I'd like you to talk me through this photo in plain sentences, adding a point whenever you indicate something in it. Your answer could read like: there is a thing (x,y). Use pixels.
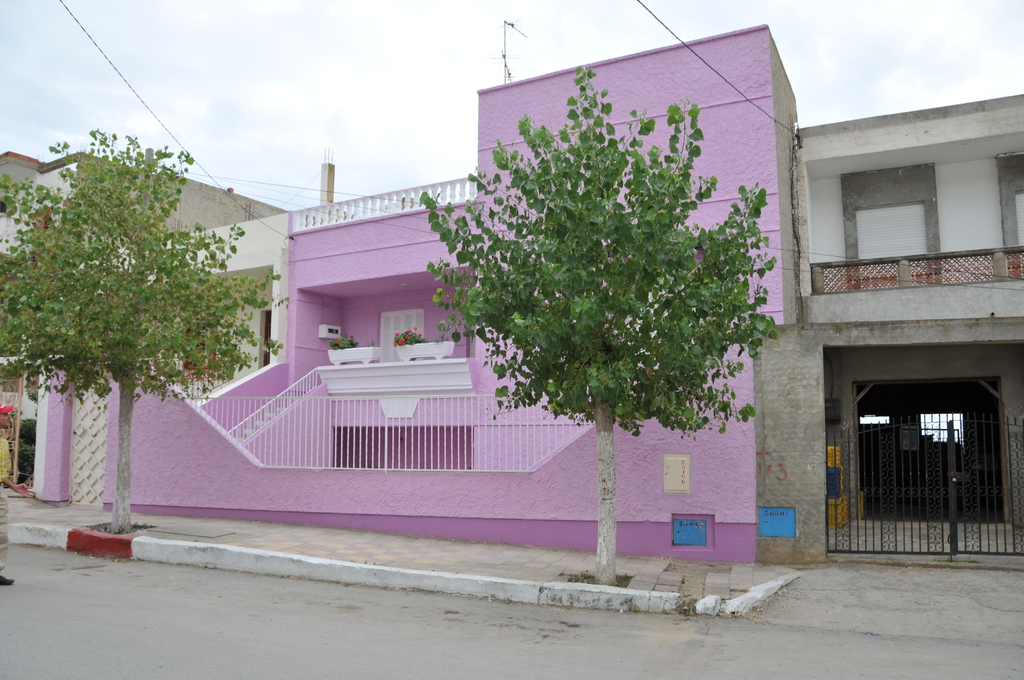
In this image, I can see the buildings (367,301). These are the stairs (259,413) with a staircase holder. I can see the flower pots (366,349) with the plants (394,340) in it. These are the trees (501,376) with branches (150,294) and leaves (676,301). This looks like an iron gate (938,480), which is black in color. At the top of the image (222,85), I can see the sky (326,89). I think this is the road (117,626). On the left corner of the image (3,543), I can see a person (6,531) standing.
